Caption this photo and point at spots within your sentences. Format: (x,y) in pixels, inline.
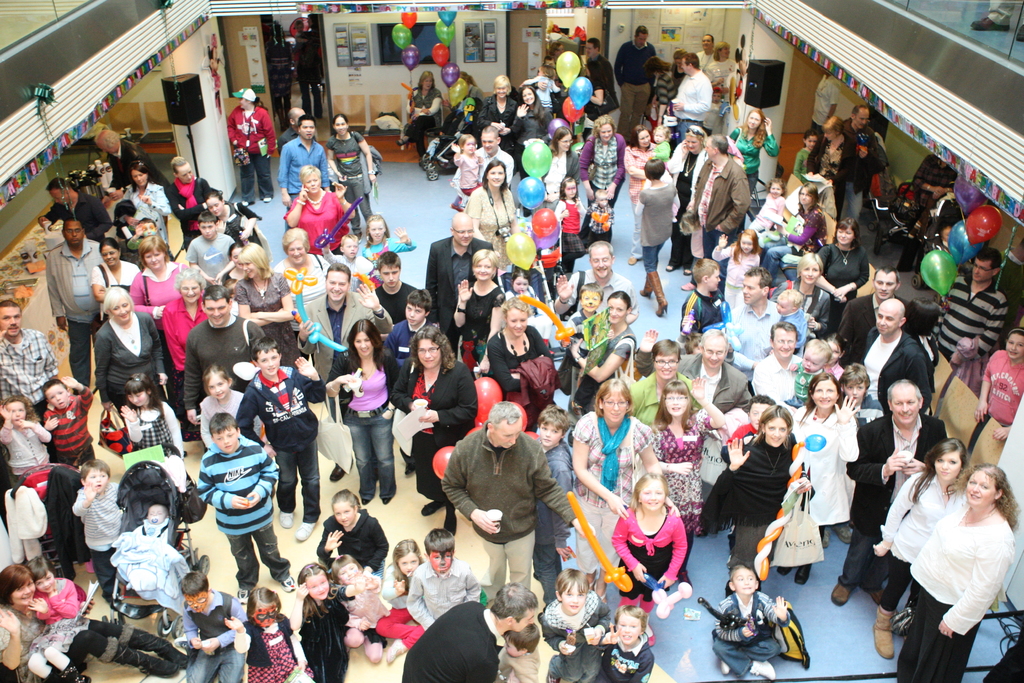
In the picture we can see from the first floor many people (953,584) are standing on the ground floor path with their children (753,652) and some are holding balloons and behind them, we can see a wall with some pictures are pasted to it and we can see some pillars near it we can see music boxes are placed on the poles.
